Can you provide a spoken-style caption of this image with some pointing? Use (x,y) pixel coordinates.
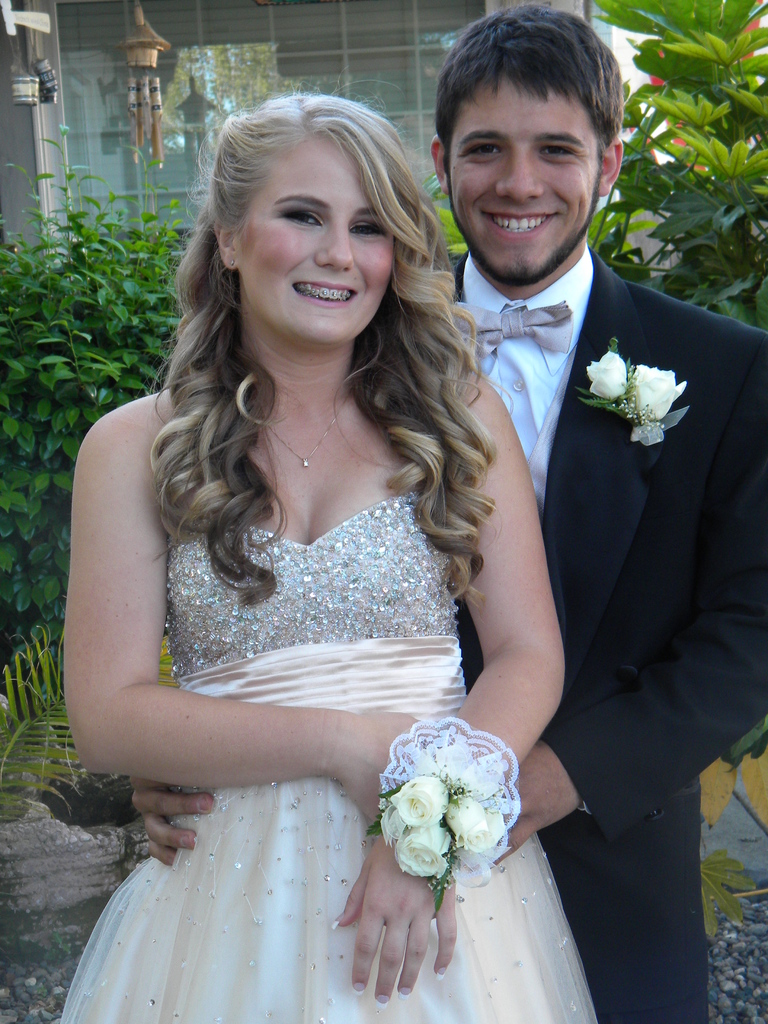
In the center of the image (366,524) we can see a lady (498,499) and a man (569,400) standing and smiling. In the background (127,330) there are trees (148,284). On the left (41,88) there are wind chimes (147,104). In the background (283,80) there is a building (412,62).
